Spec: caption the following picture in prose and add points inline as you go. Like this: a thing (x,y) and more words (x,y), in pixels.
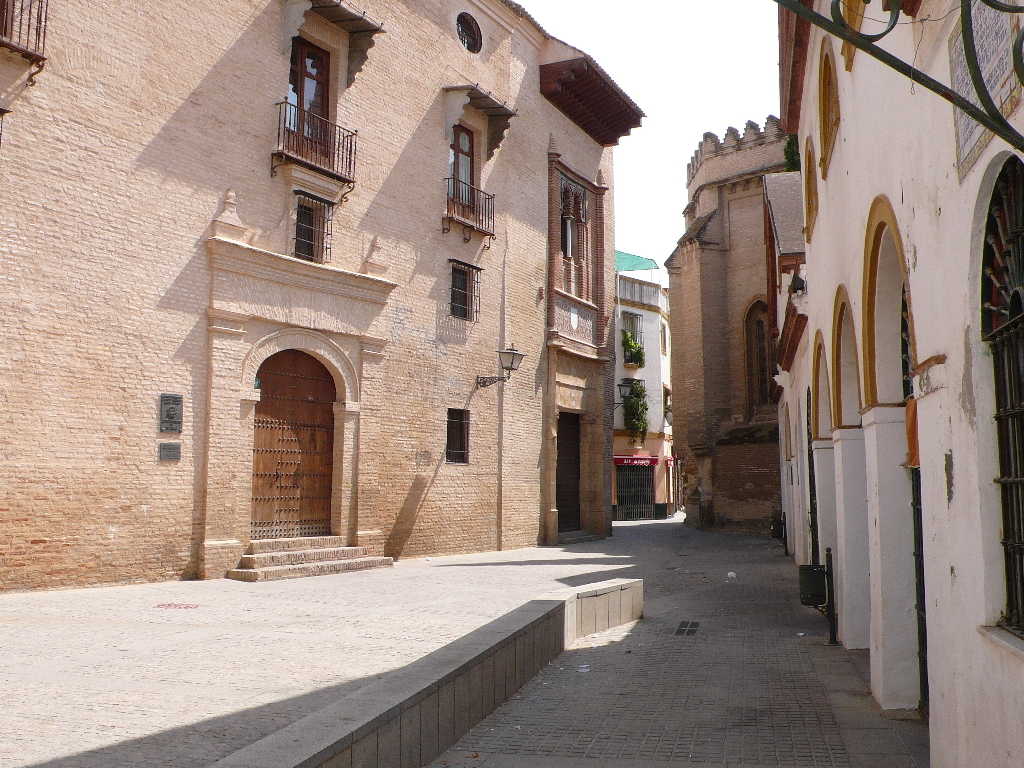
This image consists of buildings (463,358), windows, doors (647,504), fence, houseplants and the sky (677,5). This image is taken may be in a day.
